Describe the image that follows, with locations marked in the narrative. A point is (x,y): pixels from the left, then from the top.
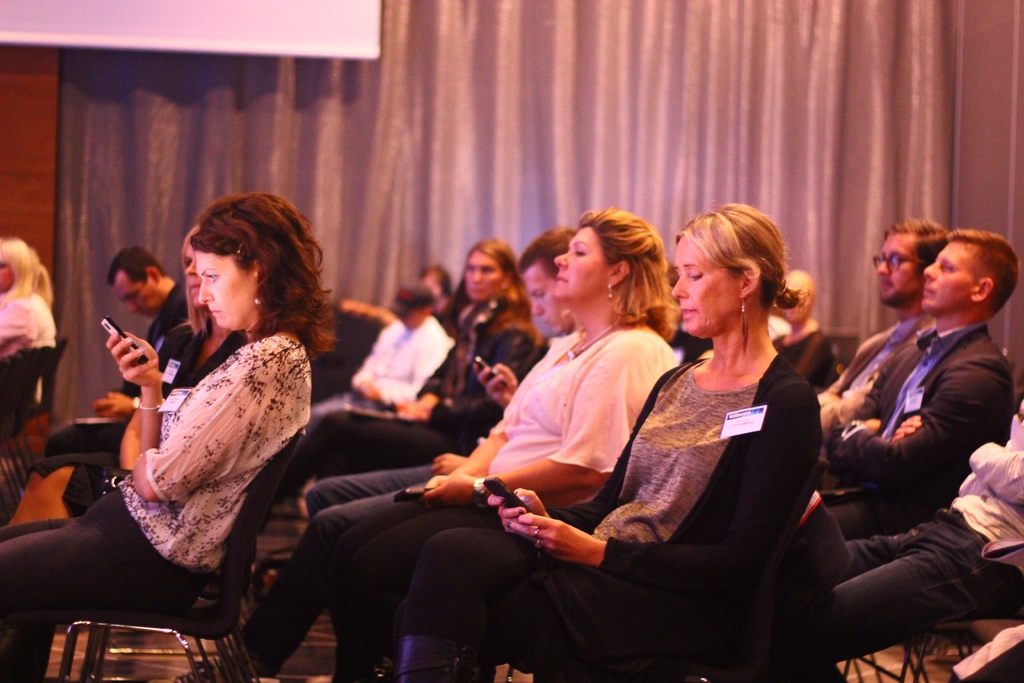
In the image we can see there are people (1001,299) sitting on the chair (281,462) and few people (565,431) are holding mobile phones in her hand (137,356). Behind there is curtain (483,126).
